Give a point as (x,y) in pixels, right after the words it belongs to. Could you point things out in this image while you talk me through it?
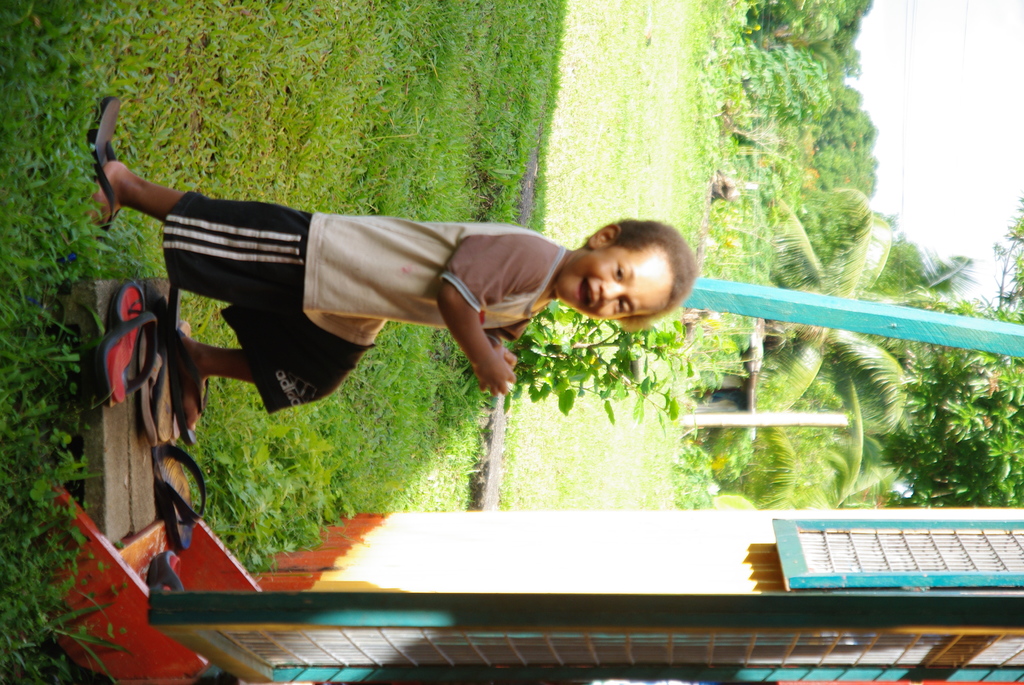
In this picture I can see there is a boy (106,206) standing here and he is wearing a t-shirt (384,254) and shorts (246,258) and there are plants (276,436) and trees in the backdrop (889,247) and a building (591,585) on to right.
